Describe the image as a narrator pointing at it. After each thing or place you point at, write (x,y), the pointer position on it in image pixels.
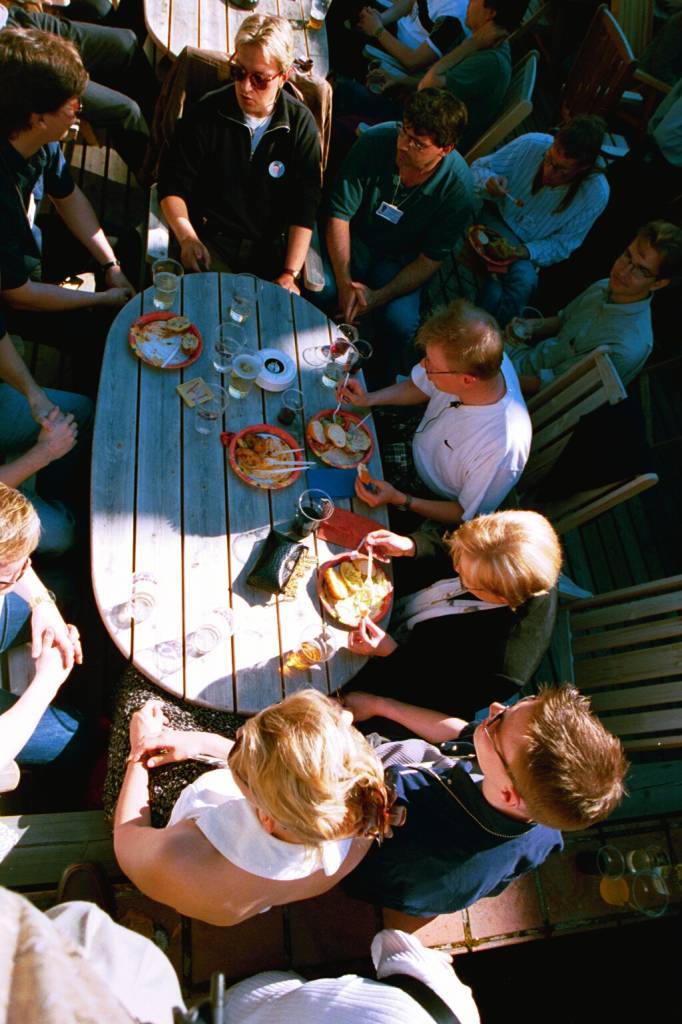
Here in this picture we can see number of people (337,261) sitting on chairs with table (252,499) in between them having some food items (284,449) in plates (182,355) and some drinks (240,374) present and this is a top view.
